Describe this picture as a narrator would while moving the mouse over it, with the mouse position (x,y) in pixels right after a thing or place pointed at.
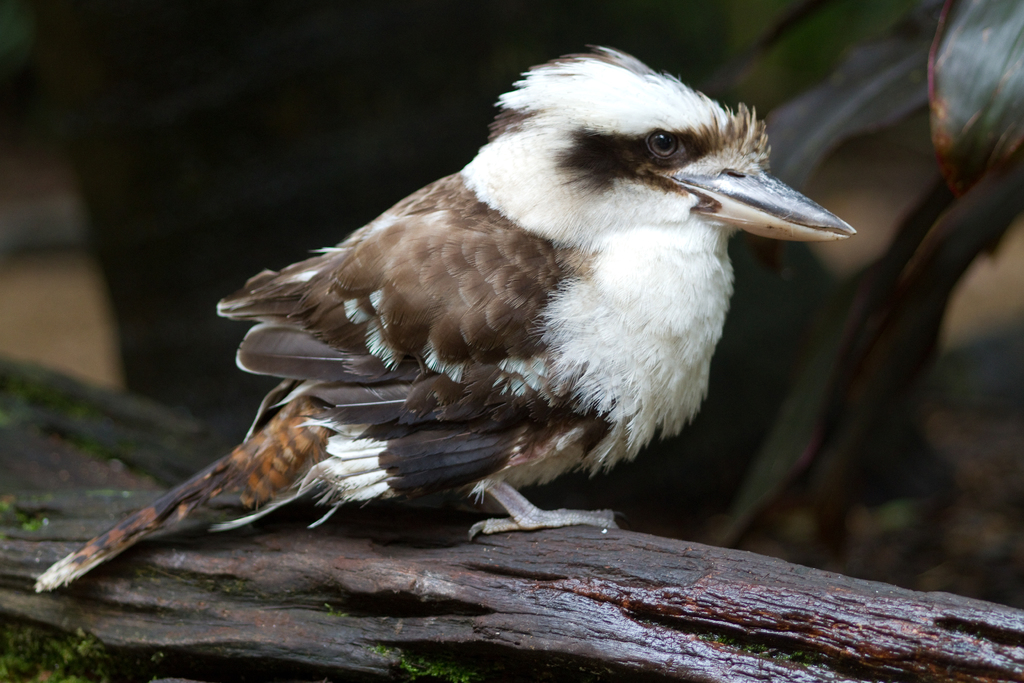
In this picture I can see there is a bird (605,303) on the trunk (589,548) of a tree (200,672) and it has white and brown feathers (626,292) and the backdrop (380,32) is blurred.
